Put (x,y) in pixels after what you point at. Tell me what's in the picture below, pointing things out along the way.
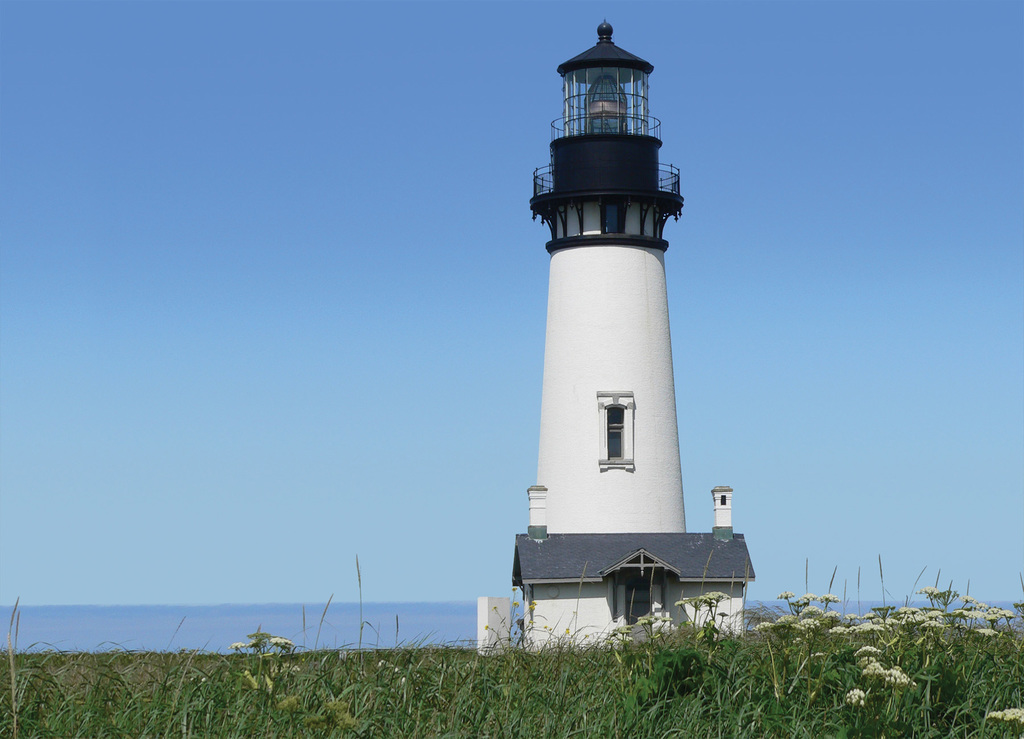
In this picture we can see the light tower (590,360). At the bottom (337,736) we can see grass (548,673), plant (108,721) and flowers (867,652). In the background (274,626) we can see the ocean (309,616). At the top (379,147) there is a sky (359,191).
